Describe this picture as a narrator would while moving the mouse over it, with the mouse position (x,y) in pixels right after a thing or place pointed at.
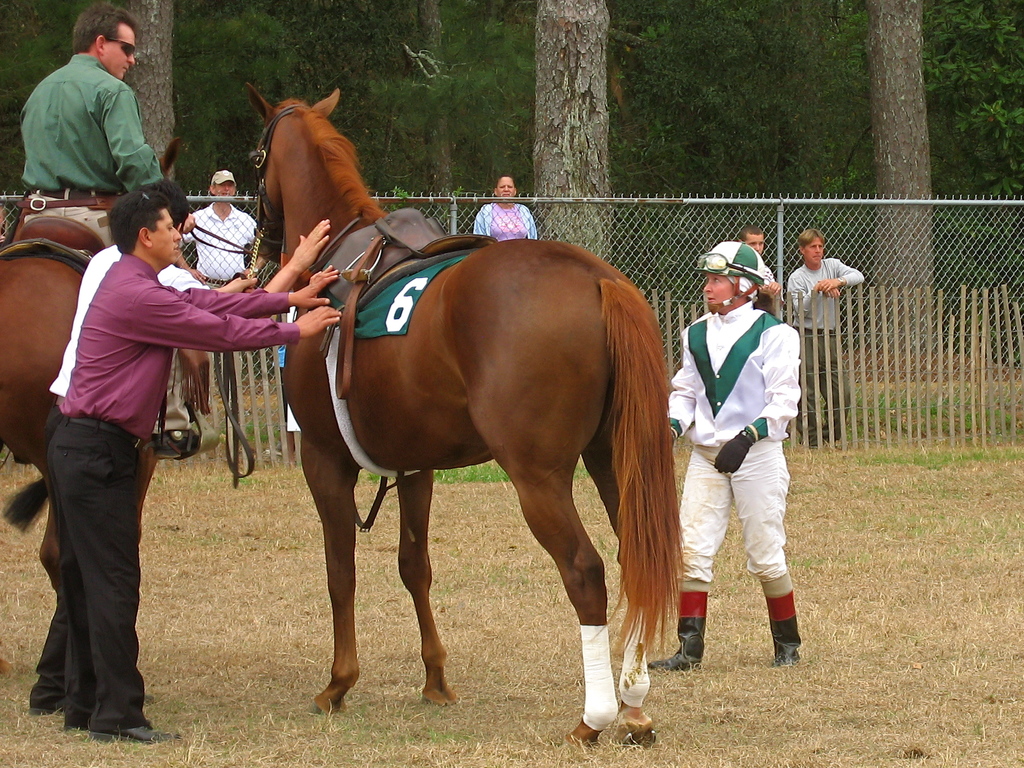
In this picture there are two horses (482,297), two men (120,289) standing behind the horses (51,279) are touch it and a guy (63,170) is riding the another horse (42,268). A white uniform (763,382) is the trained staff (741,389) over here. In the background (671,195) we observe many trees (594,82), the trees (600,111) are very dense. These people (807,241) looking at the place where all the horses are located.
